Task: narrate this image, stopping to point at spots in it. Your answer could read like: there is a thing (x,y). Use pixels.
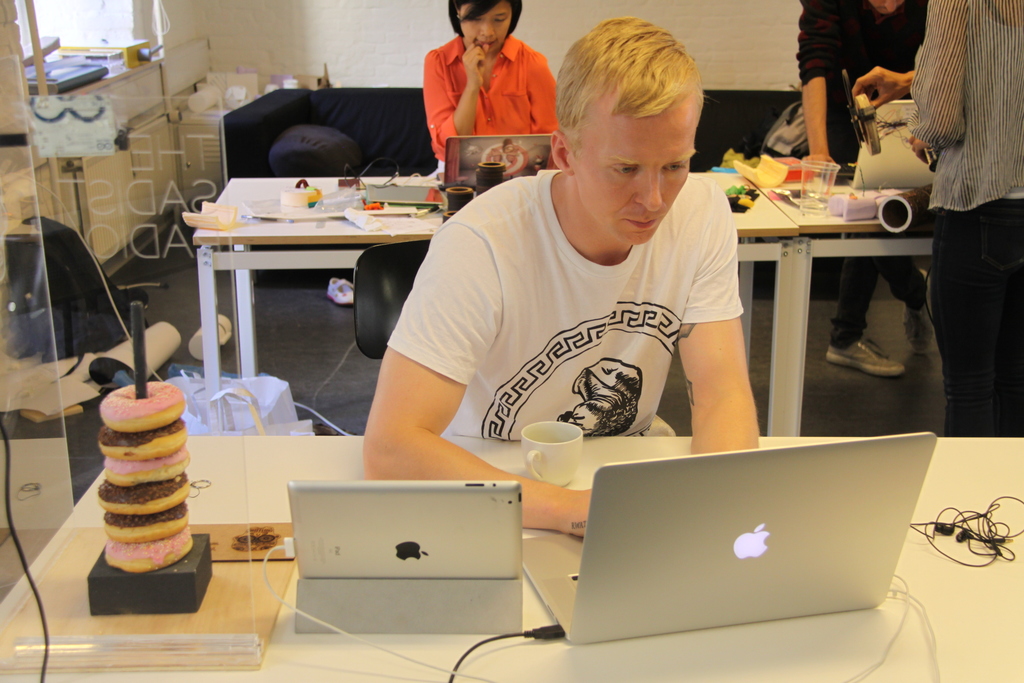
In the picture in the center (639,279) we can see one man (599,333) sitting on the chair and he is working in laptop (629,463). Laptop (613,505) is on the table (507,443) and the left corner (147,406) we can see the doughnuts (139,446). And back of him there is one woman (480,111) she is also working in laptop (477,144) sitting on the couch (396,129). Coming to the right corner (869,65) they were two persons (943,66) were standing. And here the table (329,232), on table (289,183) they were several objects (337,200).
